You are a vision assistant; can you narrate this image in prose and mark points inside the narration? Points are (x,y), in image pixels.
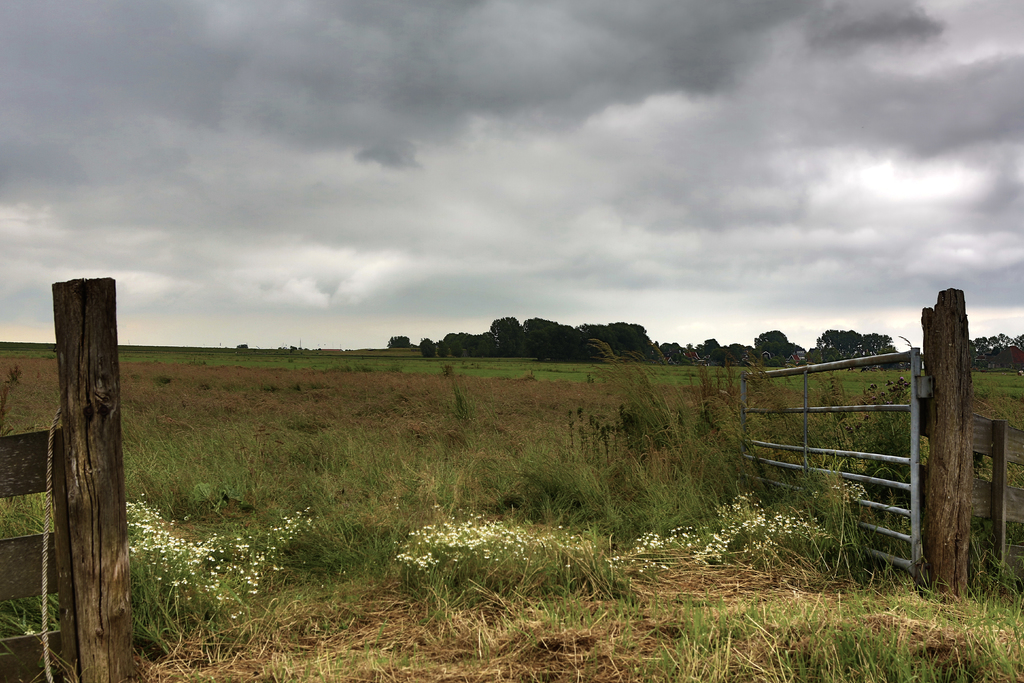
In this image there are few plants (227,583) having few flowers (190,552). Right side (993,486) there is a fence (1011,428) attached to the wooden trunk (962,451). Background (203,404) there are few trees (448,335) on the grassland (294,448). Left bottom there is a fence (12,663). Top of the image (483,132) there is sky (328,208) with some clouds (327,208).
